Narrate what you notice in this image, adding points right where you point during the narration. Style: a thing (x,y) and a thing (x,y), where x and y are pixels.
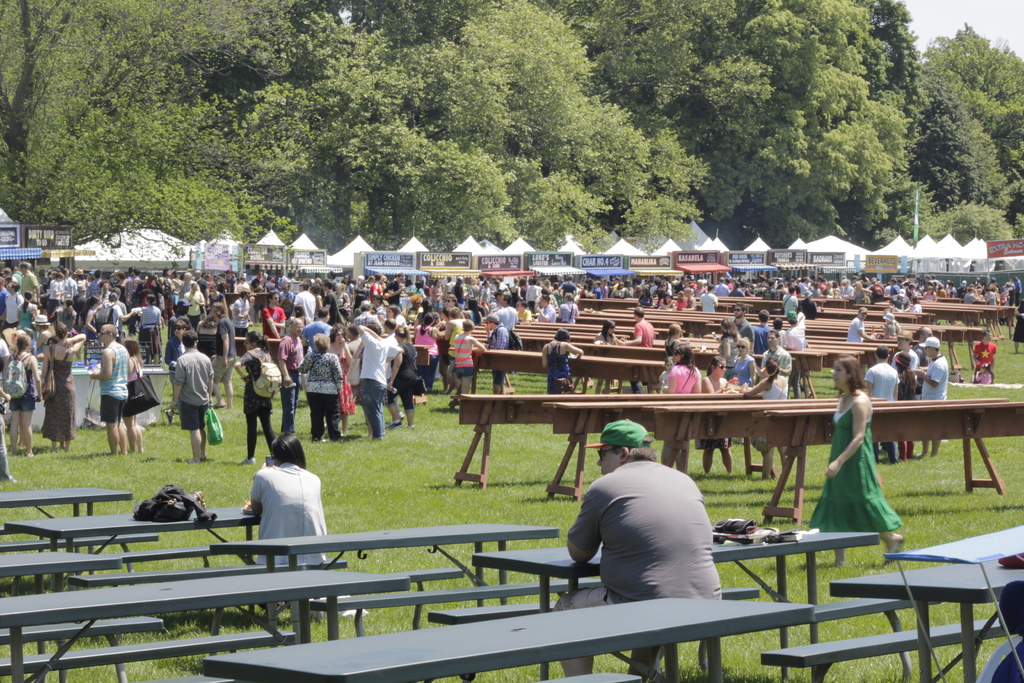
This picture shows a group of people (437,298) standing and we see two of them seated on the chair (223,569) and we see trees (435,195) around.
